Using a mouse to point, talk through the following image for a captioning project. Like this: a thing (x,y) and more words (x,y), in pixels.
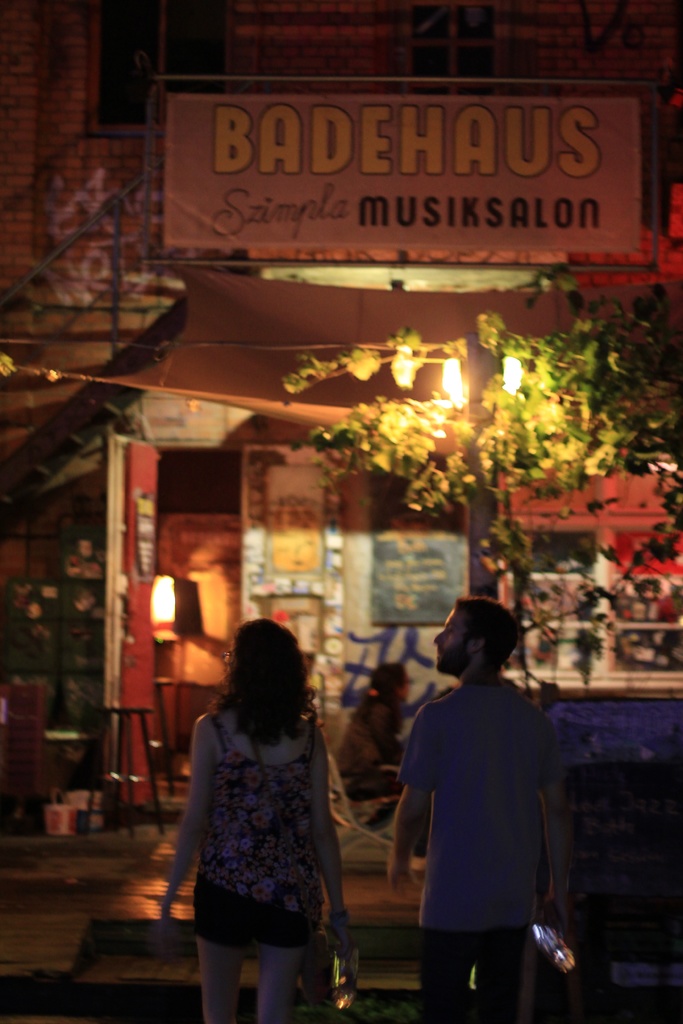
In this image there is a building (6,447) and there are a few banners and boards (400,571) are hanging on the wall (364,541). In front of the building (643,645) there are few objects (61,751) placed and there is a lady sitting on the chair (366,833), there are two persons (446,799) standing and holding objects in their hands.
